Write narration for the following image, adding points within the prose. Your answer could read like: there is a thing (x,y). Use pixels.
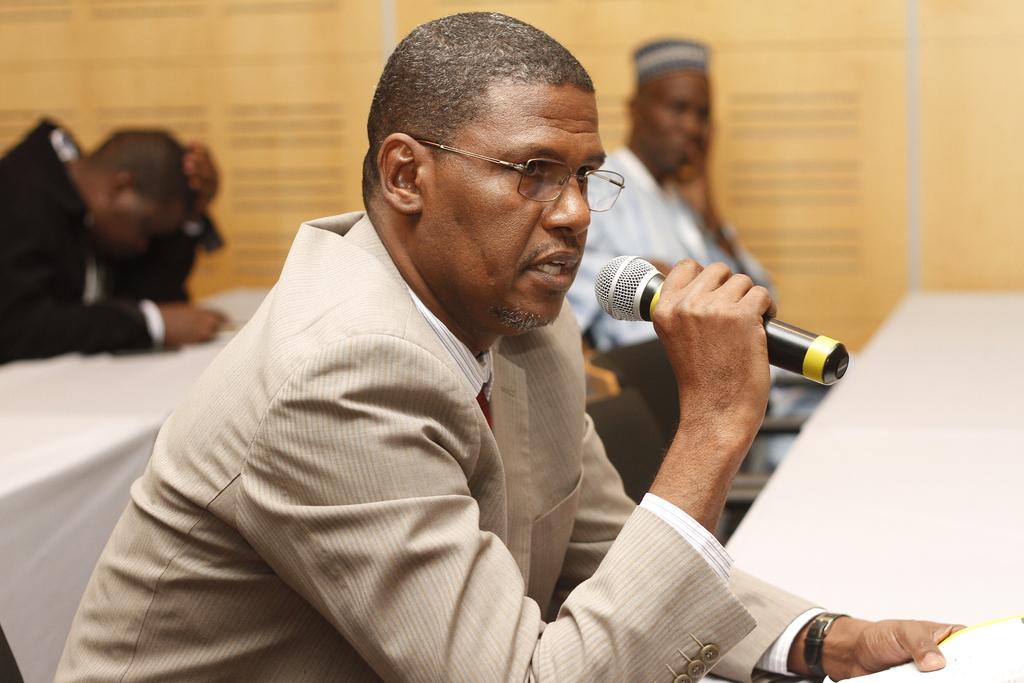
There is a person (343,333) wearing specs (483,158) and watch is holding a mic (639,310). Also he is holding something in his hand (890,632). In the back (640,323) there are two persons (141,173) sitting. Also there are tables (860,456). In the background (944,122) it is blurred.
